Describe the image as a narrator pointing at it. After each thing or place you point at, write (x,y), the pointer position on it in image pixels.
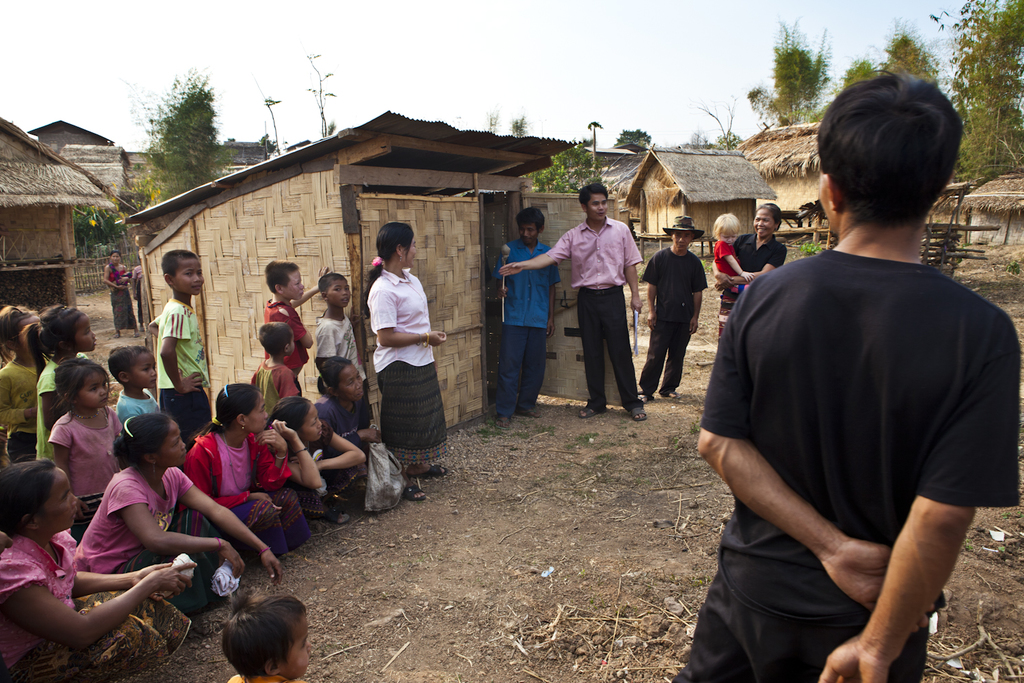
In this picture there are people (65,329) and we can see huts (669,209) and trees (1004,42). In the background of the image (595,36) we can see the sky (613,9).
